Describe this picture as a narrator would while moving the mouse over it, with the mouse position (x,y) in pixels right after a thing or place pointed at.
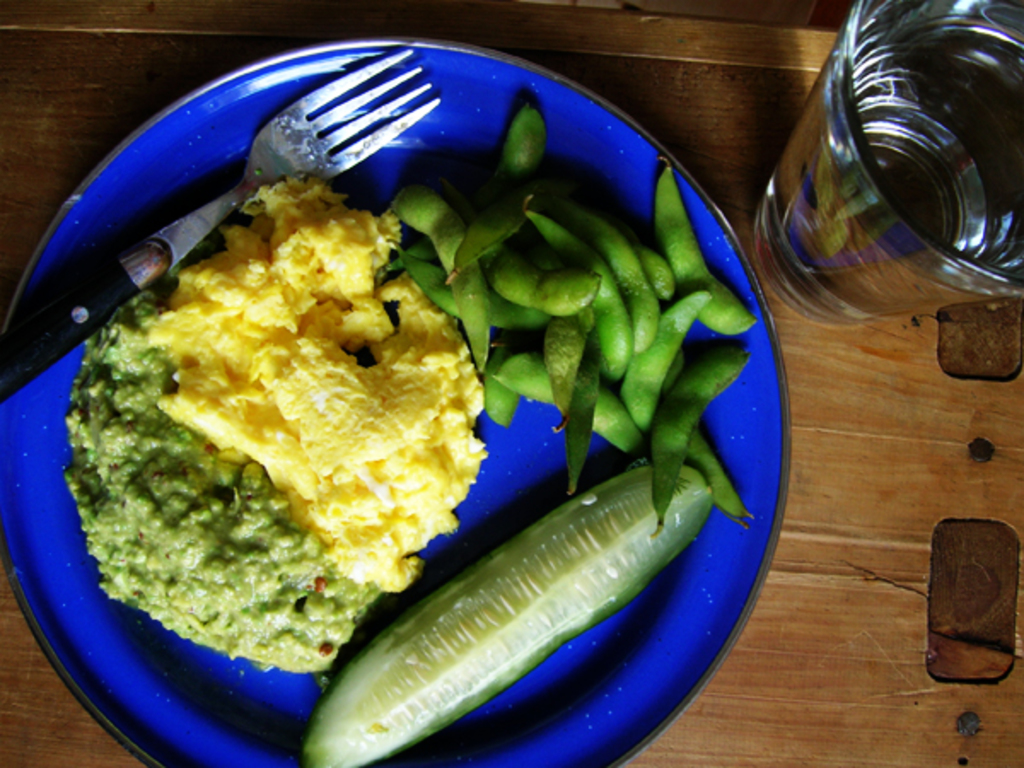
In this picture I can see food items (481,407) and fork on the plate (497,484) on the table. I can see the glass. I can see water (901,195).
